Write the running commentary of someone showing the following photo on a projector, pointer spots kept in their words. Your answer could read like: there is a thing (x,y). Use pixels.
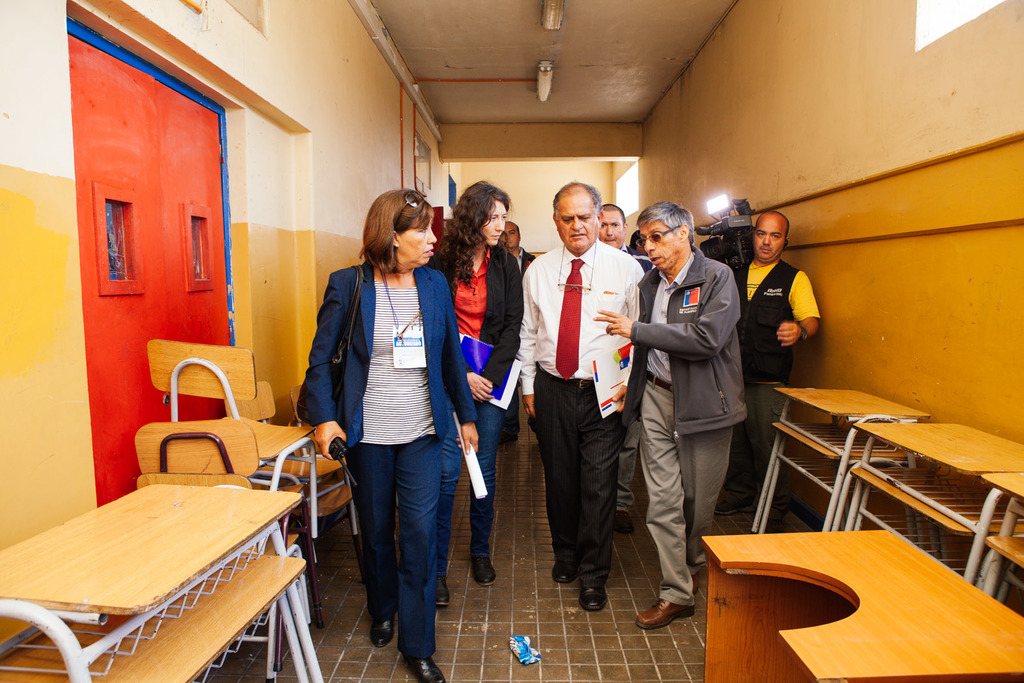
In this image, few people (651,477) are walking. Right side (910,571) and left side (149,570), we can found wooden items (148,545). Right side (736,240), person (747,286) is holding a camera (739,252) in his hand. We can see cream and yellow color wall (821,150) around them.
